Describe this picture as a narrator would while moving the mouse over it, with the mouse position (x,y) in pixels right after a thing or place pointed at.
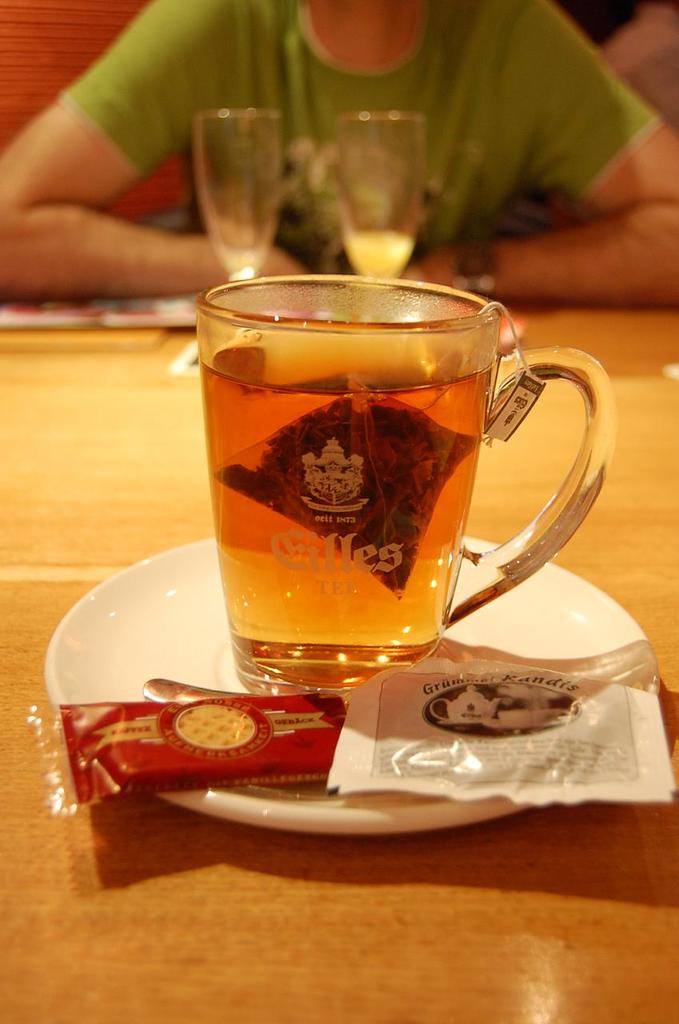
In this image I can see few glasses (310,586), a plate (213,569), a red colour packet (250,708) and a white colour packet (420,687). I can also see a person (434,194) in background (410,197) and I can see this image is little blurry from background (19,128).
